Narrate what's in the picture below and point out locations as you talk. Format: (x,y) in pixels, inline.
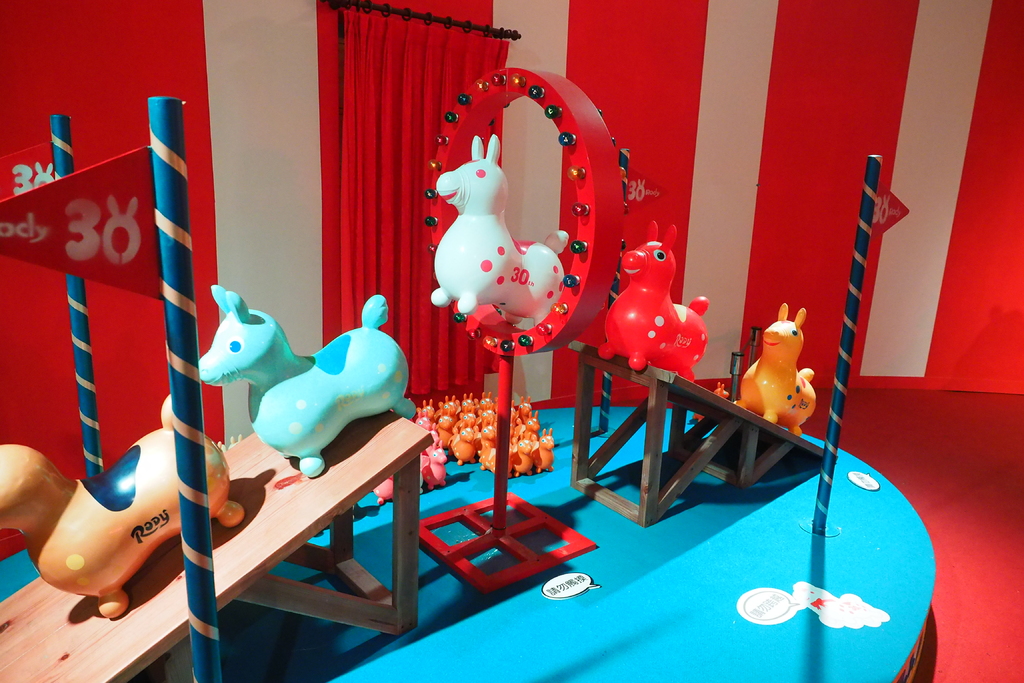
In this image, we can see some toys (369,358), poles (845,337) and benches (672,451) on the table (647,576). There is a curtain (398,68) at the top of the image (449,50).
